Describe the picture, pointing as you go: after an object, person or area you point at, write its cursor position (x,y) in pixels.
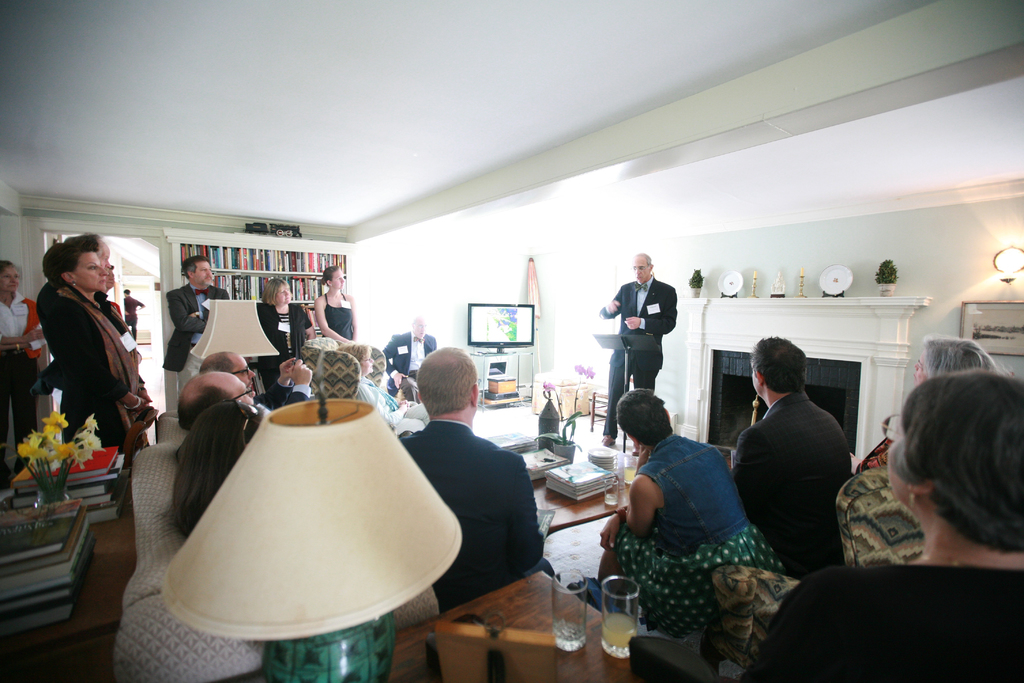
In this picture i could see many persons (222,406) standing and sitting around, the other person (645,312) is standing and talking they all are dressed in formals (482,484) i could see book shelf (262,263) in the background (495,331) television (508,322) and fire place (797,331) and in foreground (317,542) there is a lamp (332,608) on the corner table (590,653).
